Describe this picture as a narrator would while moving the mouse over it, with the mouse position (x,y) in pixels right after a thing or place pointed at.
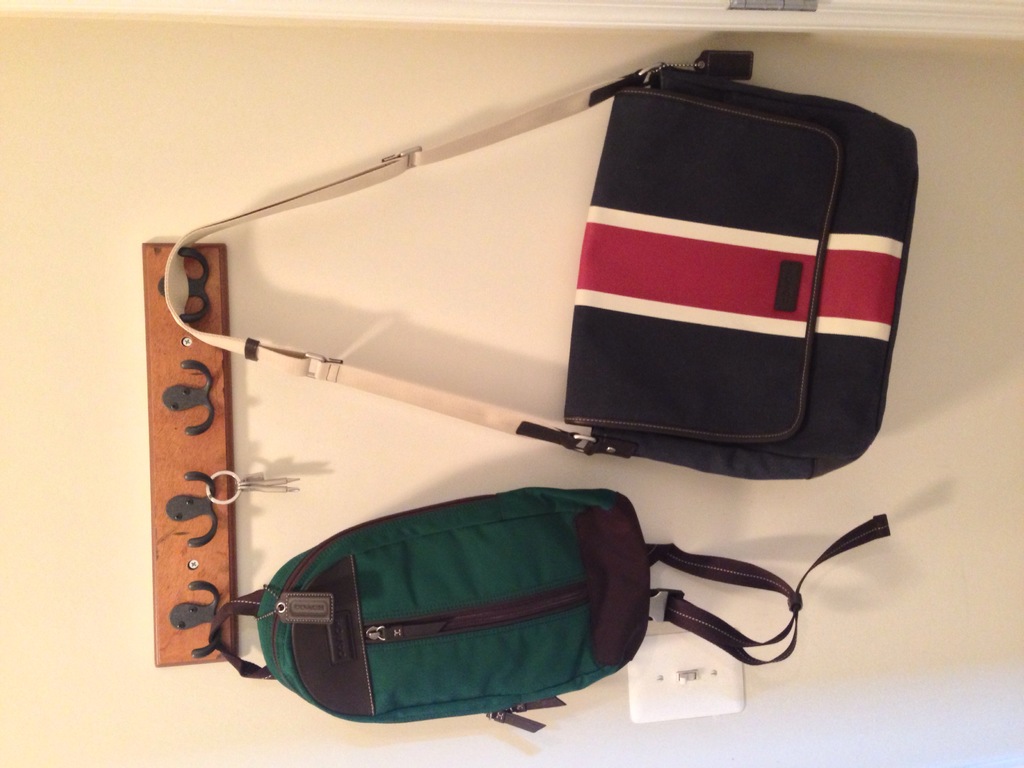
In this image in the middle (418,397) there is a wall (392,348) on that there is a stand (151,450) with keys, backpack (406,653) and handbag (716,304) attached.
